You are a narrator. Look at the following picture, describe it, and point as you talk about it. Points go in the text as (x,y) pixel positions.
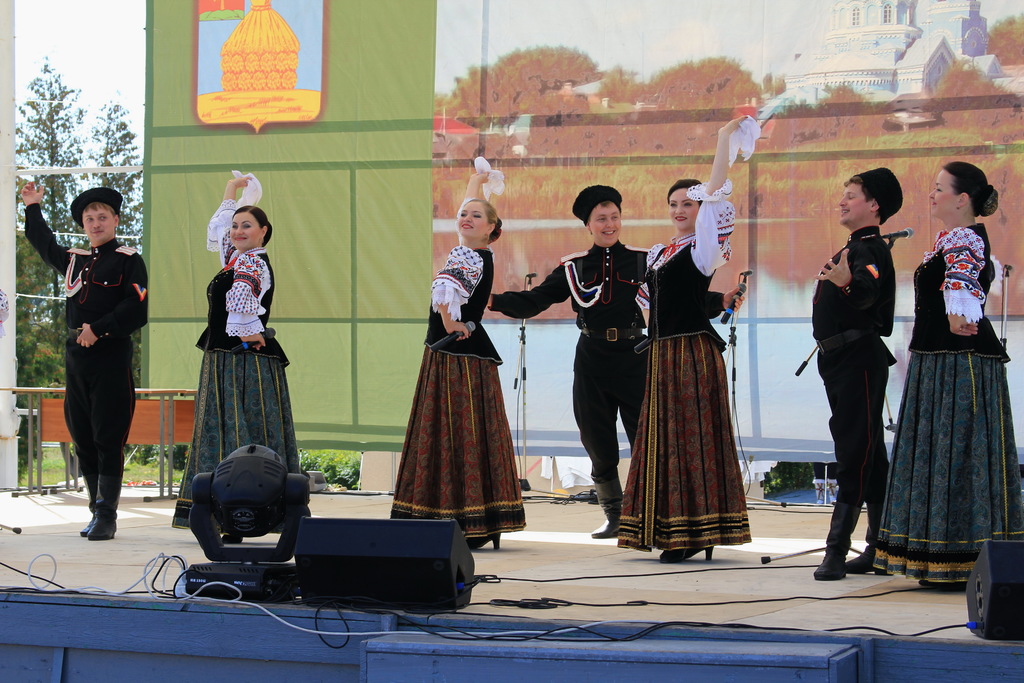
In this image I can see few women (245,335) wearing black jacket (213,335), white dress (225,263) and skirts (675,415) are standing on the stage (586,551) and few men (581,348) wearing black dress (578,302) and black hats (584,197) are also standing on the stage (533,504). On the stage (551,504) I can see few lights (226,502), few wires (568,501) and few microphones (910,235). In the background (792,398) I can see few trees (89,152), a huge banner (367,136) and the sky (126,74).
